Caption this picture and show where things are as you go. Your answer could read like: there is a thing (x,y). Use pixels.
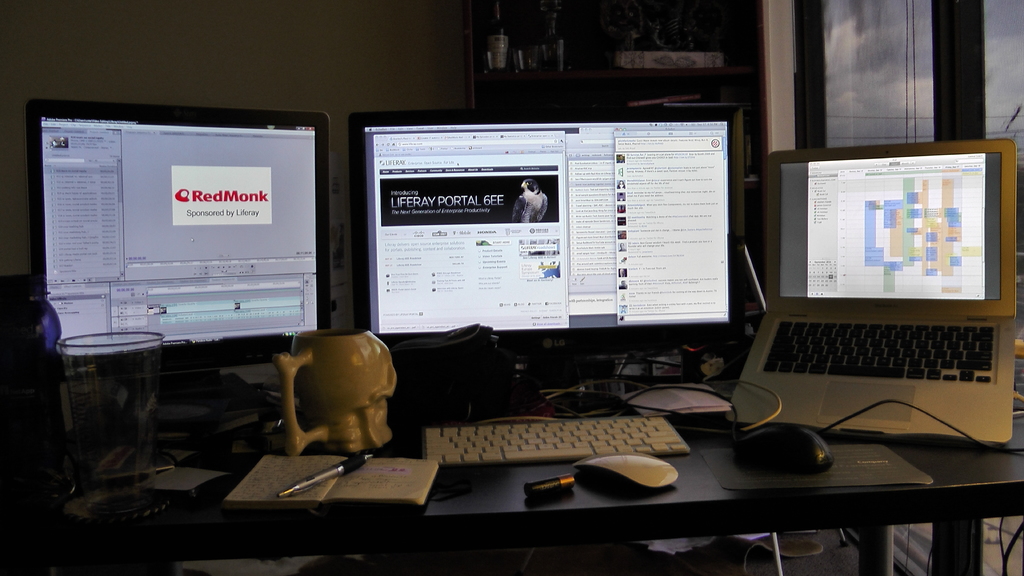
In this picture we can see a laptop (788,312), few monitors (367,218), keyboard (635,450), book (277,473), pen (305,487), mice (626,466), glass (115,366) and other things (463,413) on the table (550,464), in the background (657,39) we can see few things (671,52) in the racks (739,72).
